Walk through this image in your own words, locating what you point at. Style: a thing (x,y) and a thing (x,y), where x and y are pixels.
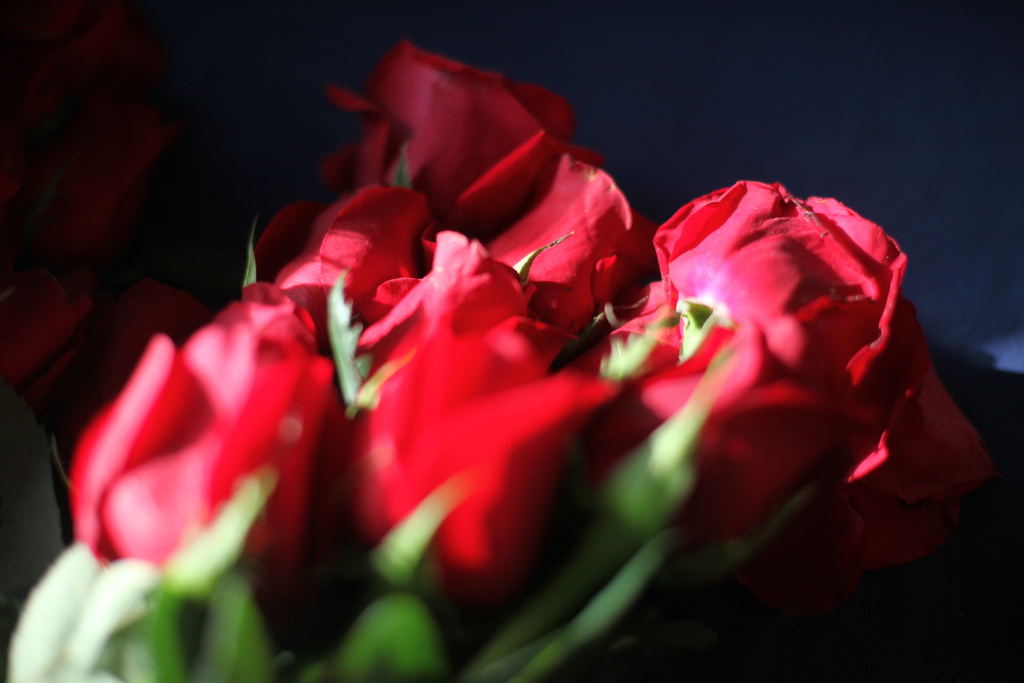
In this picture I can see there are a few red roses (369,268) and there are few more (52,314) in the backdrop (61,345) and the backdrop is dark. The roses (52,295) have stems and leaves (362,660).
